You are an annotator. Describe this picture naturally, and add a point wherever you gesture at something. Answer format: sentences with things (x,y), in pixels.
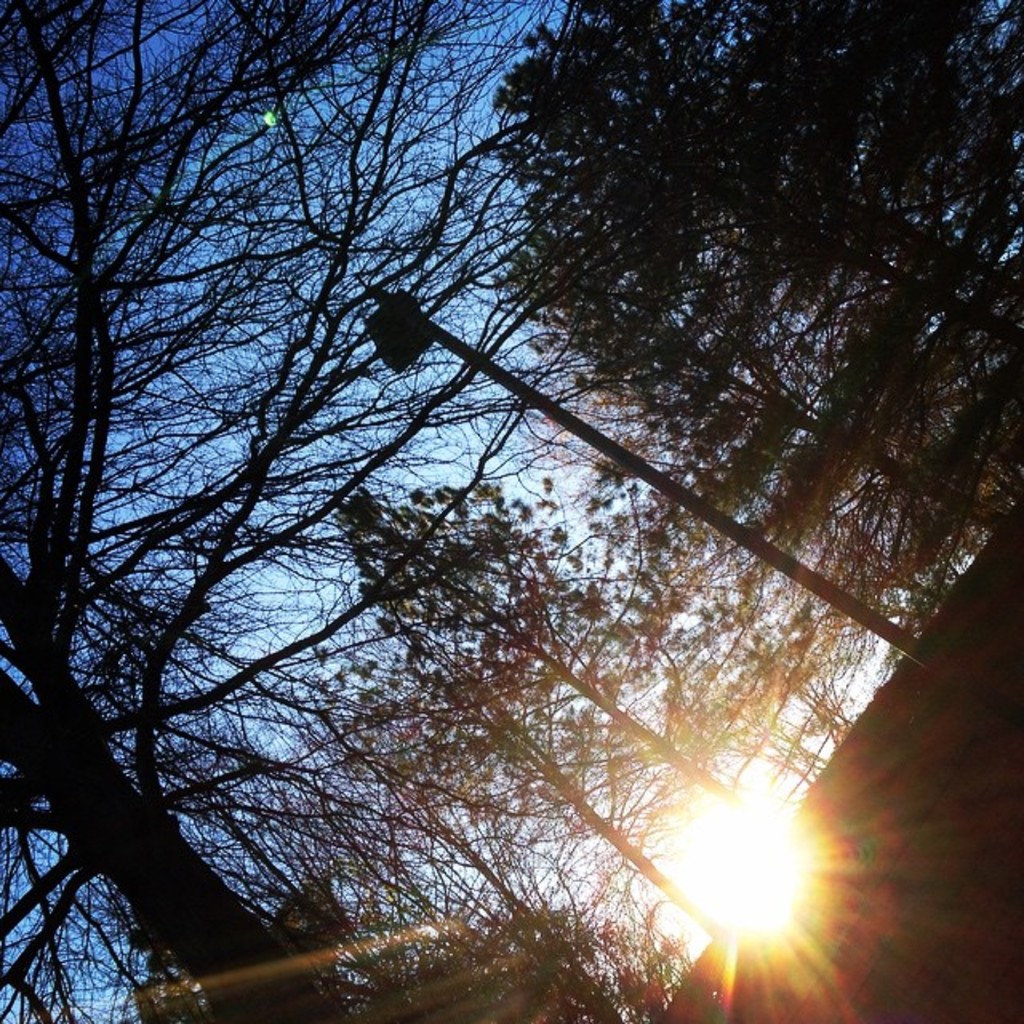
In this picture I can observe some trees (250,488). There is a pole (799,571) in the middle of the picture (454,351). In the background (310,605) I can observe sky (269,604). On the bottom of the picture (702,850) there is sun (735,860) in the sky (696,934).
